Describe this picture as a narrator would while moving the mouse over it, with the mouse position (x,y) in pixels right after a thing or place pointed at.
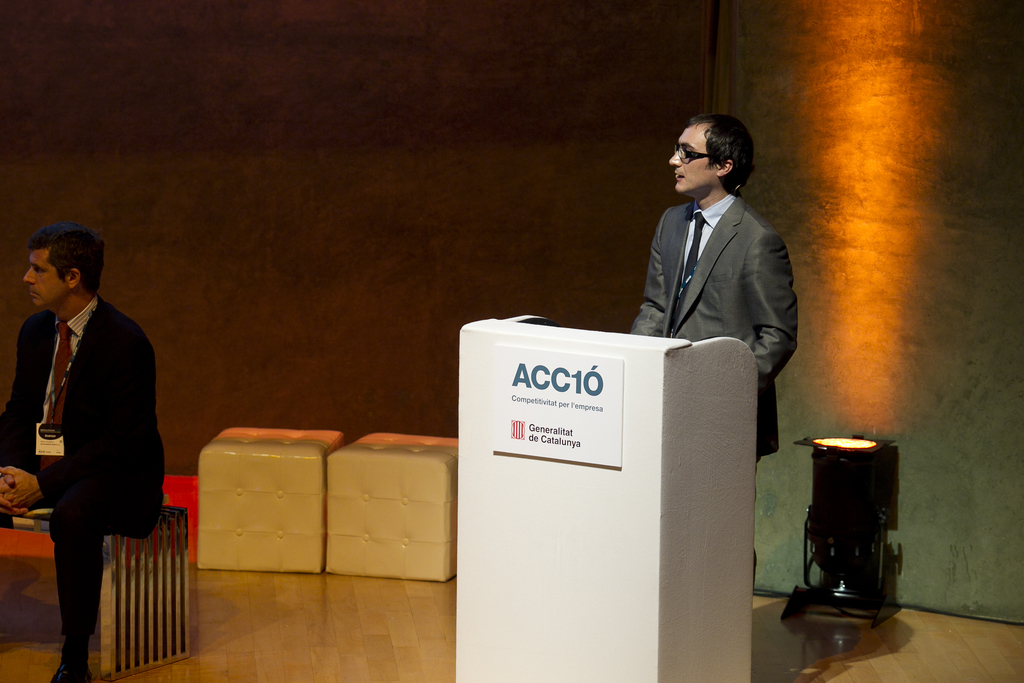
In this picture we can able to see a person (724,212) is standing, in front of him there is a podium (594,512) with a poster (559,381) on it, aside to him there is another person (95,475) who is sitting on a seat (144,595) and he is wearing a access card (52,448), behind him there are two cushions (311,495), and also a light (863,470).
